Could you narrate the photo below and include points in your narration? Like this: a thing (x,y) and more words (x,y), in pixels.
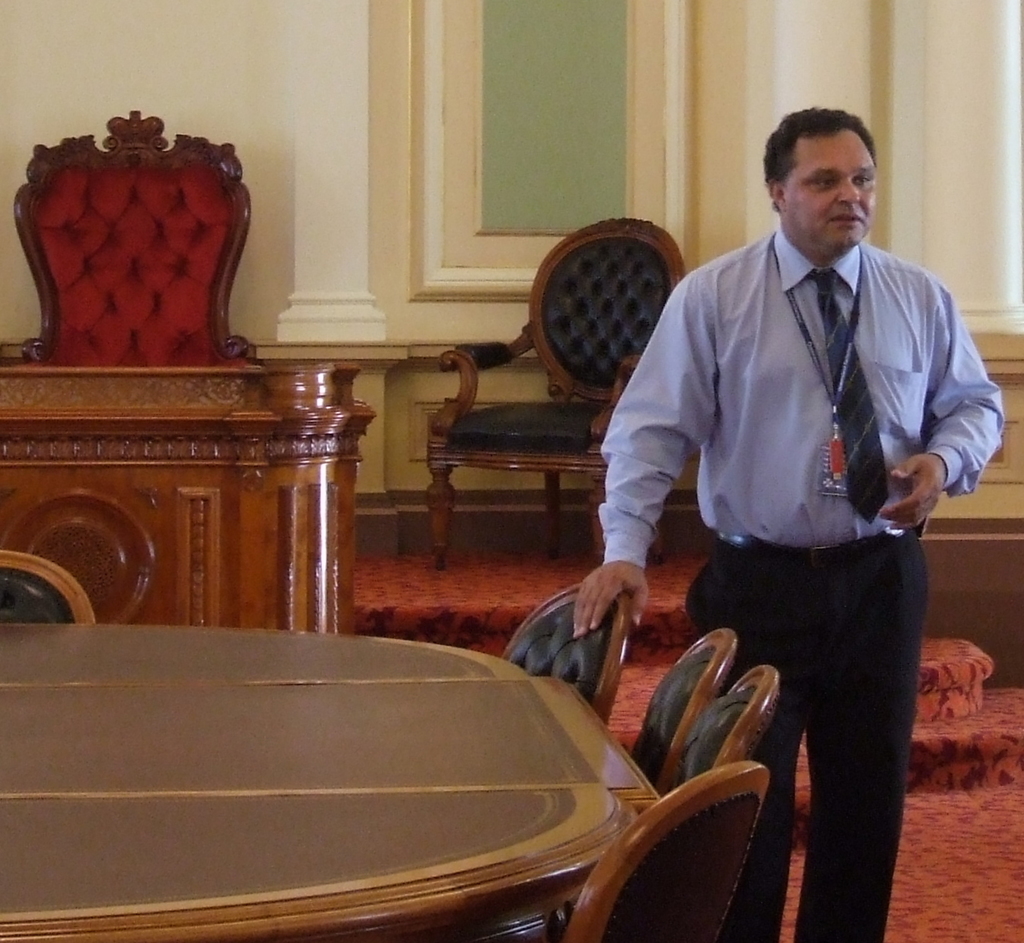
In this picture we can see a man (785,493) who is standing on the floor (953,840). This is the table (370,740) and these are the chairs (720,730). And in the background (317,330) we can see the wall (272,159) and this is the window (600,107).
